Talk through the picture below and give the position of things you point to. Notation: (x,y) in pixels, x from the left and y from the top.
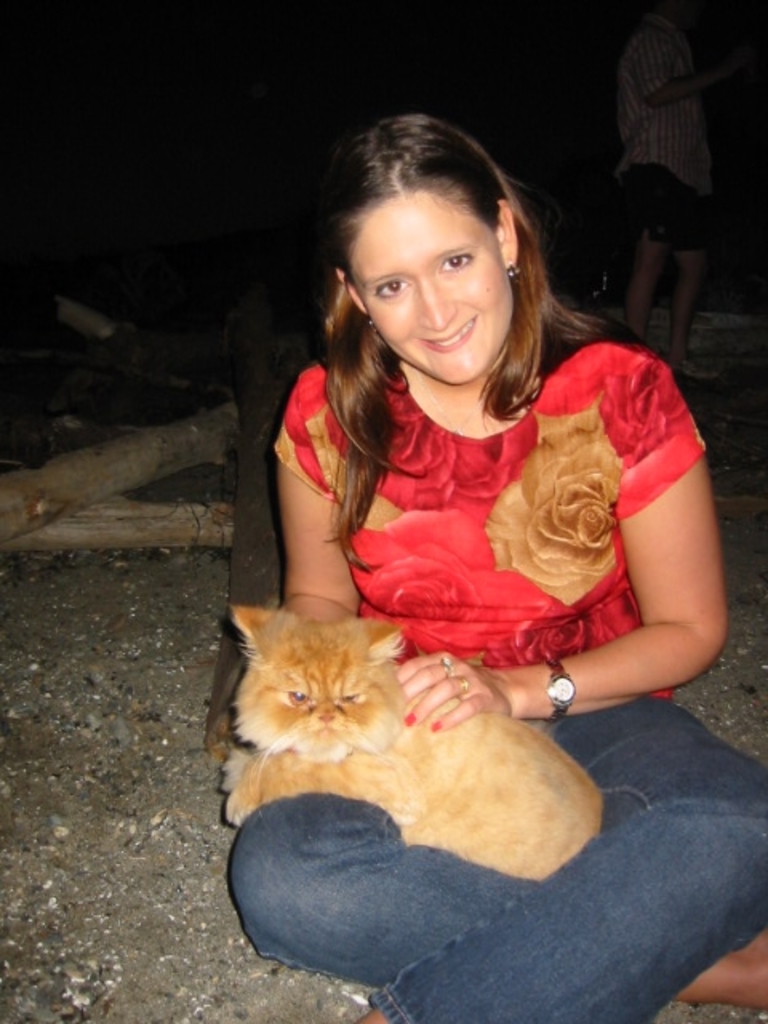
In this picture we can see women (413,527) wore red color T-Shirt (474,456) holding cat (380,632) with her hand (523,688) and she is smiling and in background (100,403) we can see one more person (649,181), wooden logs (88,500) and it is dark.
